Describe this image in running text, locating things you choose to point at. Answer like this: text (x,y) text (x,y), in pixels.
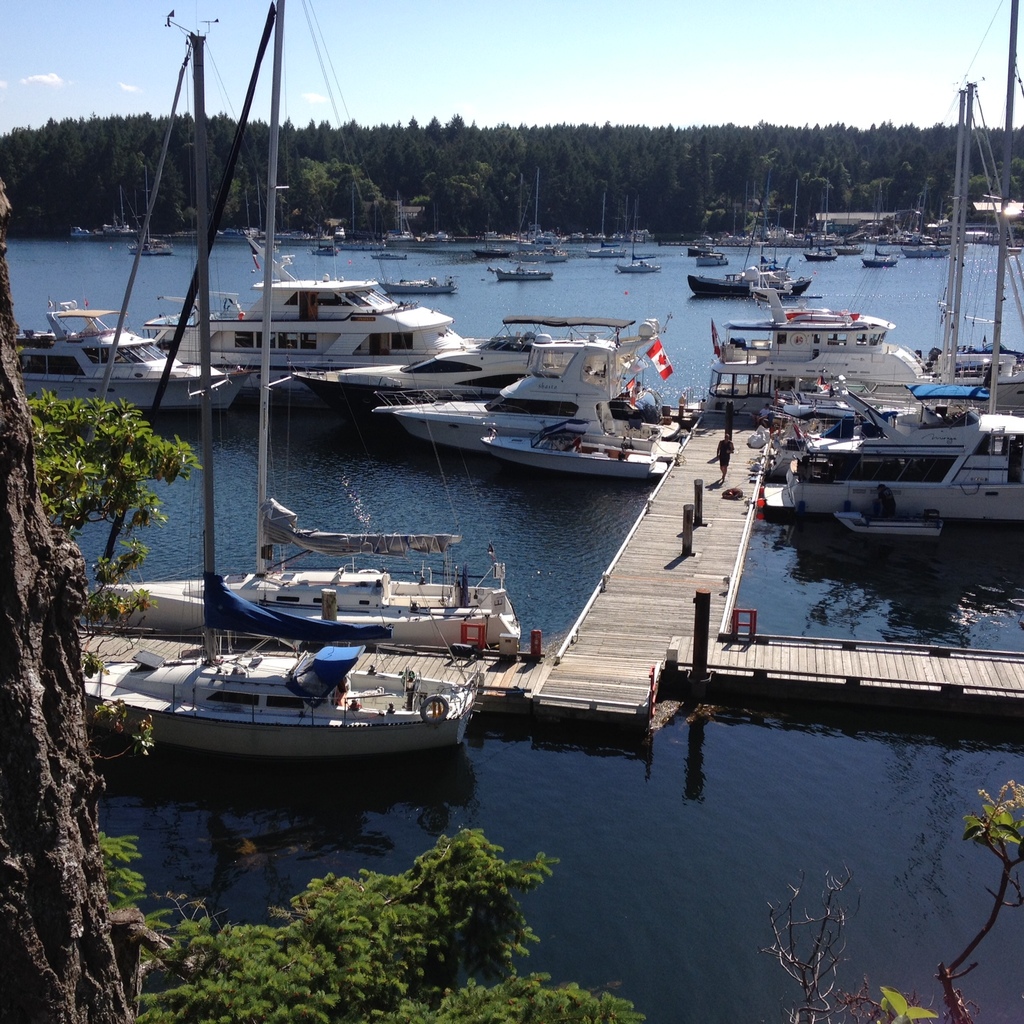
In this image we can see boats (596,444), ships (752,277) are on water (629,520), there is wooden walkway (644,607) on which there are some persons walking through it and in the background of the image (280,215) there are some trees (36,197) and clear sky (879,45).
